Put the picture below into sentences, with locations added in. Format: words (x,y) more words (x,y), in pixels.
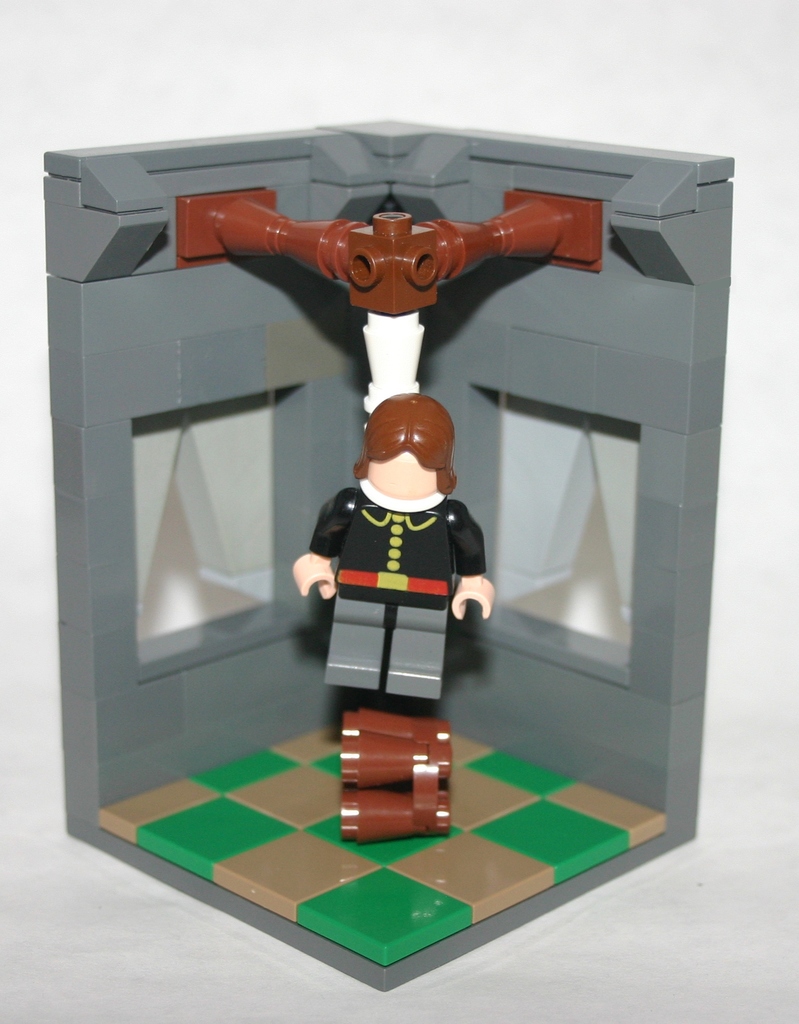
In this image I can see toys (443,428). The background (706,54) is white in color. This image is taken may be in a room (364,726).
